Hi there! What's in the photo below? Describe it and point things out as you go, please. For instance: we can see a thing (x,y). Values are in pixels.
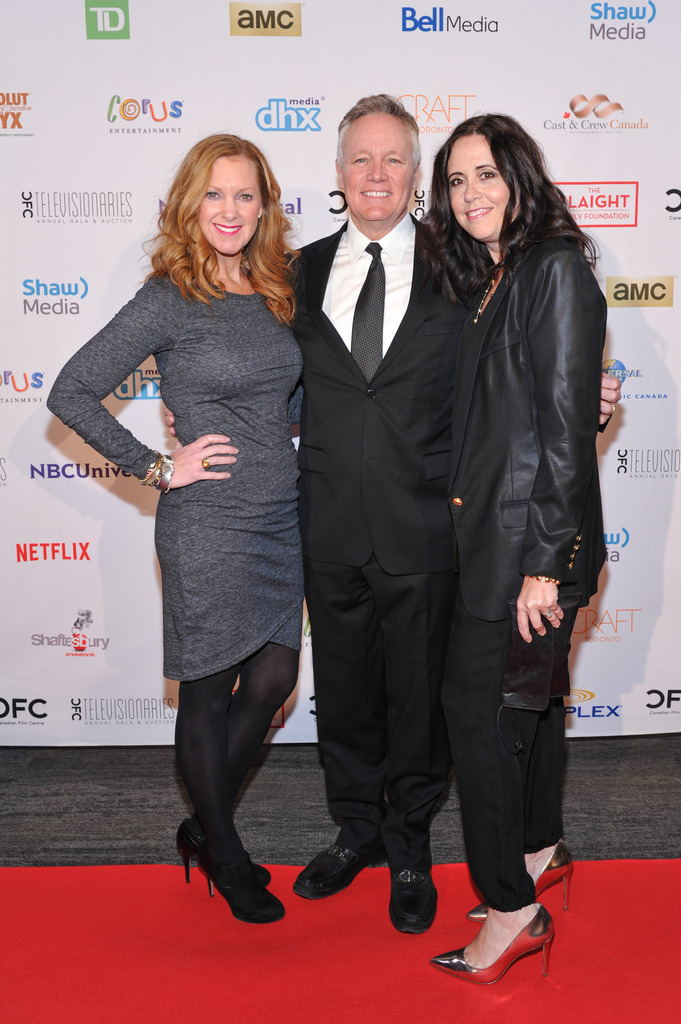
In this image we can see three people (478,973) standing and posing for a photo and at the bottom (364,958) we can see red carpet (319,910) and in the background (147,236), we can see the poster (620,715) with some text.
